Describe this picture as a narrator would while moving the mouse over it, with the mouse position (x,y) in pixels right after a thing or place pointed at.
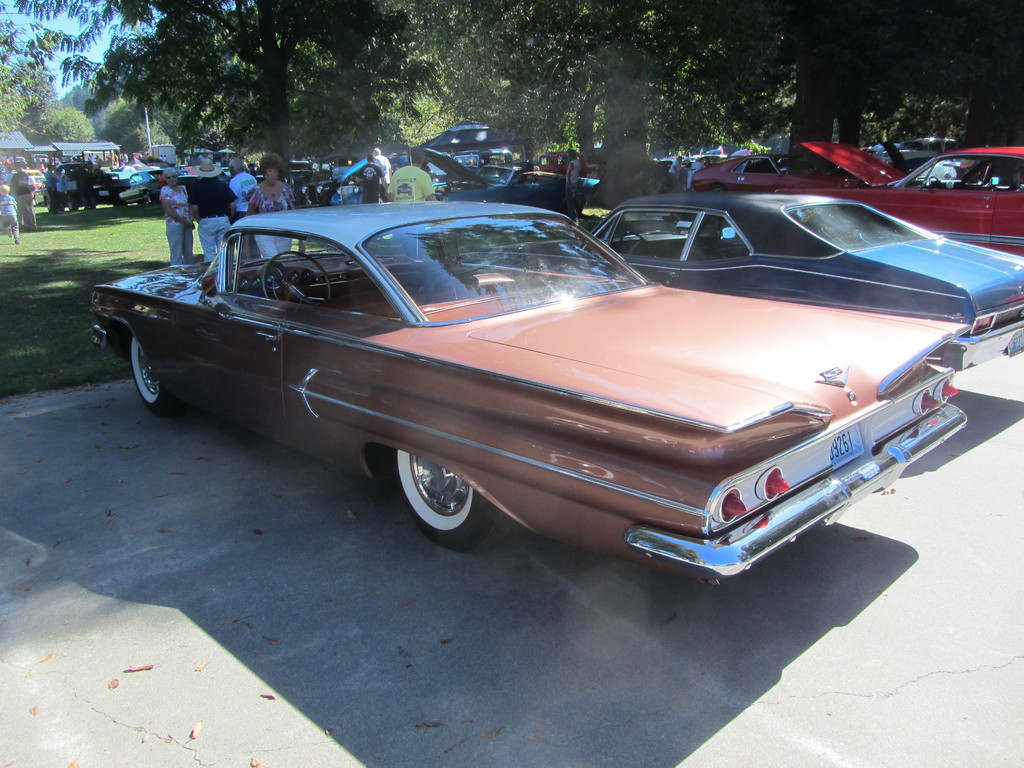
In this image there are vehicles (707,346) on the road (973,677). Few vehicles (132,201) are on the grassland (112,238). There are people (173,199) on the grassland (113,206). Left side (17,151) there are houses (19,136). Background (550,79) there are trees (388,100) on the grassland (82,295).
